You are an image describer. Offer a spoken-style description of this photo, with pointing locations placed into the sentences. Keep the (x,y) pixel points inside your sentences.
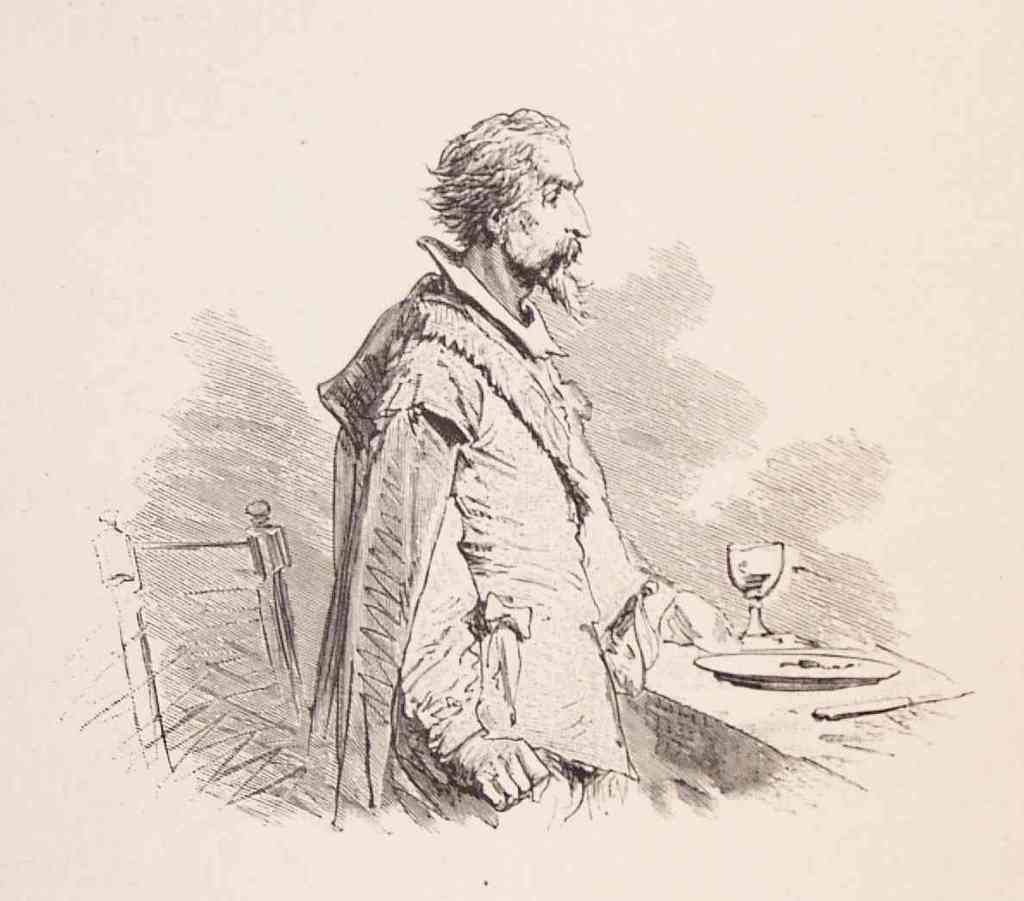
This is a sketch of a man (492,446) next to a plate (878,673), a knife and a glass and there is a chair (287,635).
